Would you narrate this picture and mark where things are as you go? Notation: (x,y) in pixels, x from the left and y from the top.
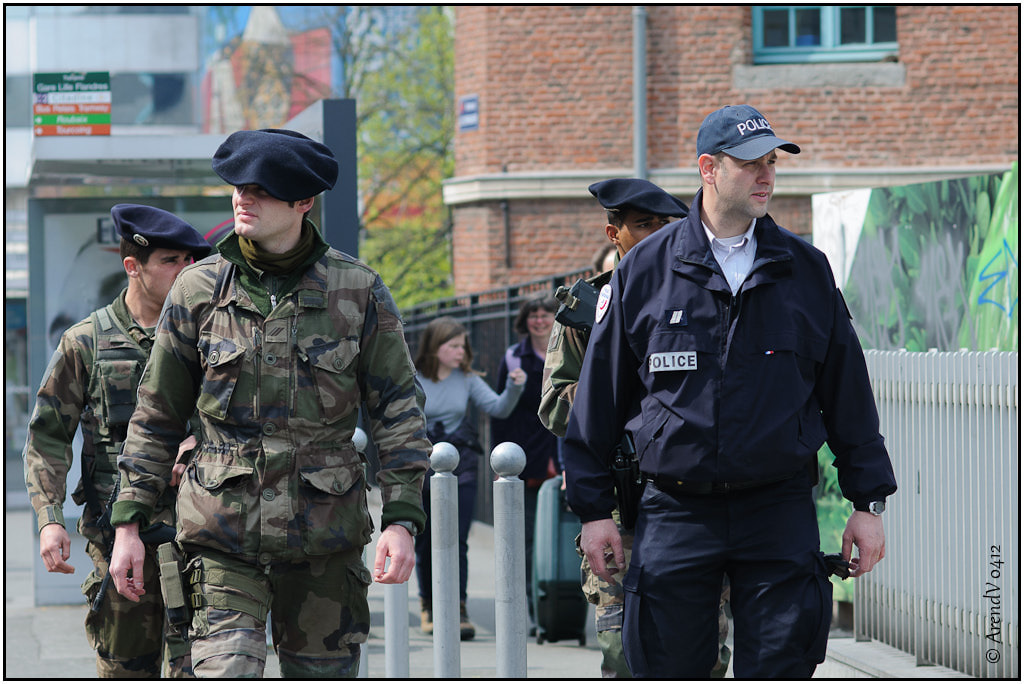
In this image we can see people (273,404) with uniform (670,447). In the background (547,78) we can see buildings (472,64) and also trees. On the right (976,446) there is a fence (976,446) and also text (1001,589). We can see some rods (501,513) in the center (519,454) and the image has borders (390,5).
